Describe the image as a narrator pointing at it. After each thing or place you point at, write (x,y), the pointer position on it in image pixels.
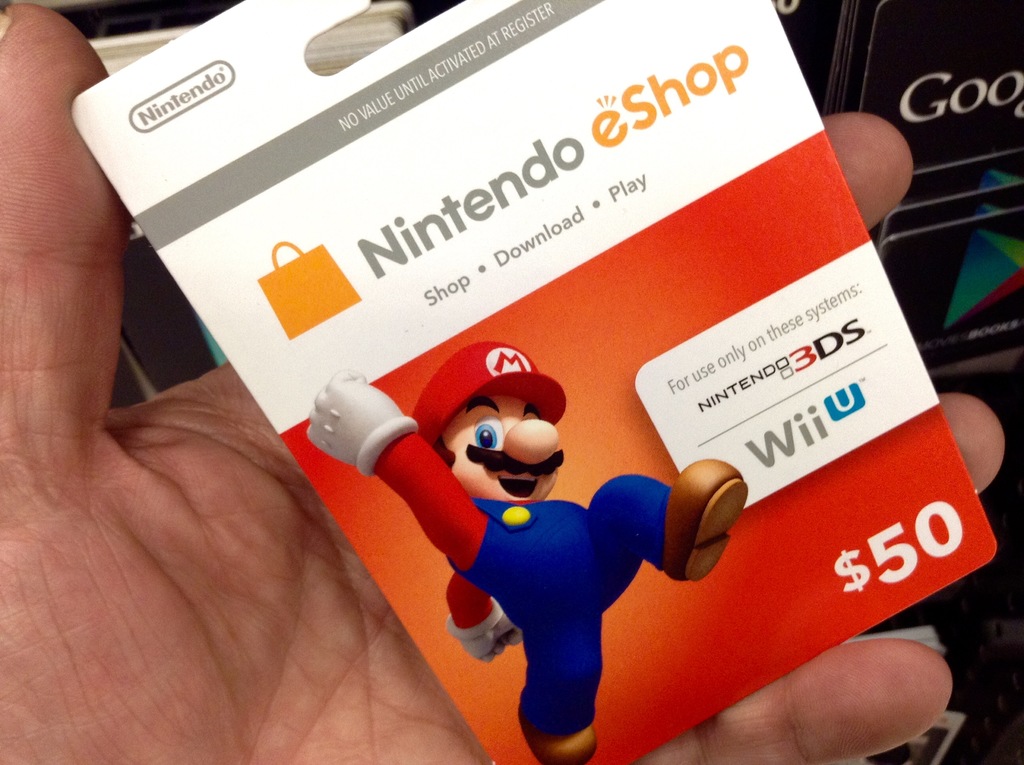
In this image we can see a human hand (37,318) holding a card (593,307) in which we can see an image (643,491) of the cartoon (423,452) and some text (461,209) written on it.
